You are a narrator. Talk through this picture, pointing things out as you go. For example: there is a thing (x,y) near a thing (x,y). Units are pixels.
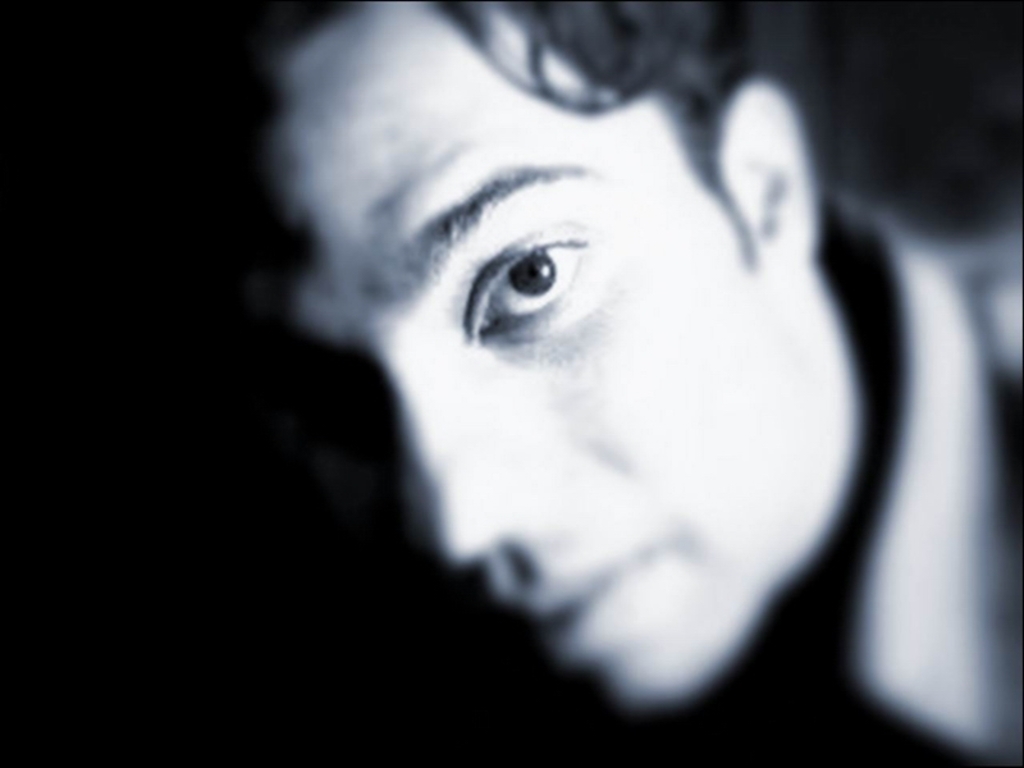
In this image, we can see a person (839,263) on dark background.
